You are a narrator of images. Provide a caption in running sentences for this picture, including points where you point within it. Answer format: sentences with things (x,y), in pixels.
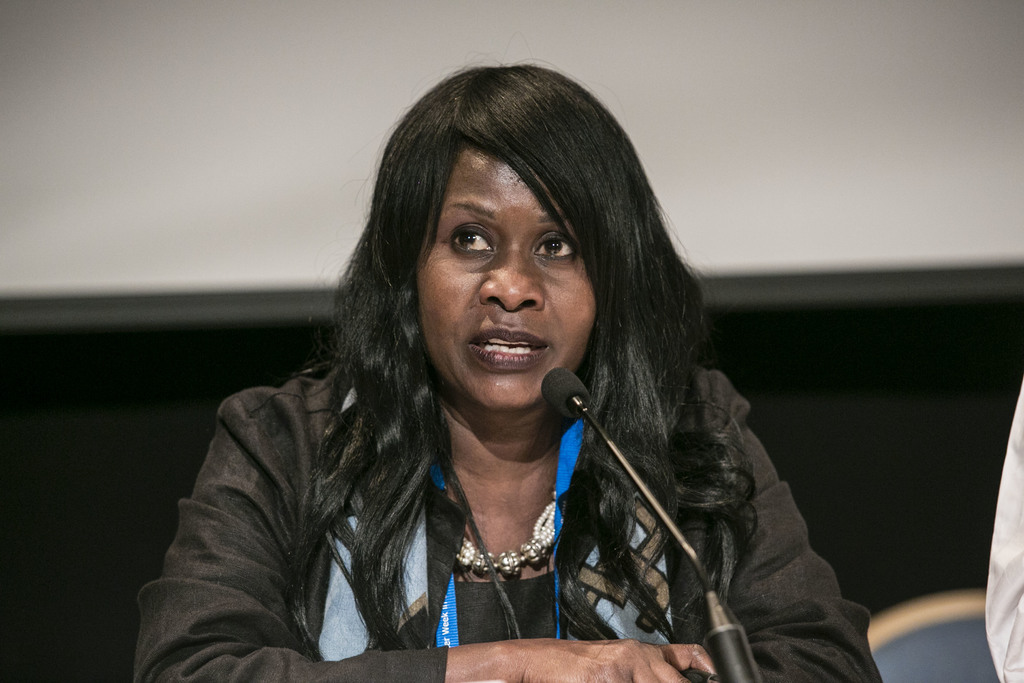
In this image I can see a person (249,405) sitting, in front of the person (546,558) I can see a microphone (711,597) and the person (373,459) is wearing black color dress (178,516), background (253,219) I can see wall (222,154) in white color.
